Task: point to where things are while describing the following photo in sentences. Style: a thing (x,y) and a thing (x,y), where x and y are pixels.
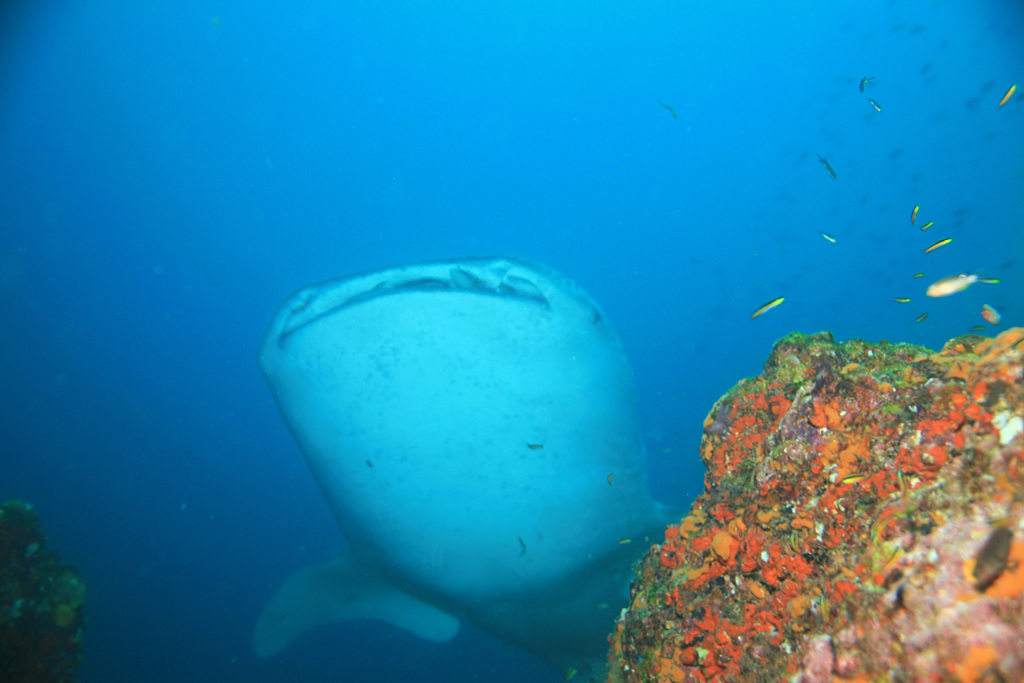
In this picture, we can see water animal (505,376), water plants (801,434), fishes (990,570), and water (496,167).
